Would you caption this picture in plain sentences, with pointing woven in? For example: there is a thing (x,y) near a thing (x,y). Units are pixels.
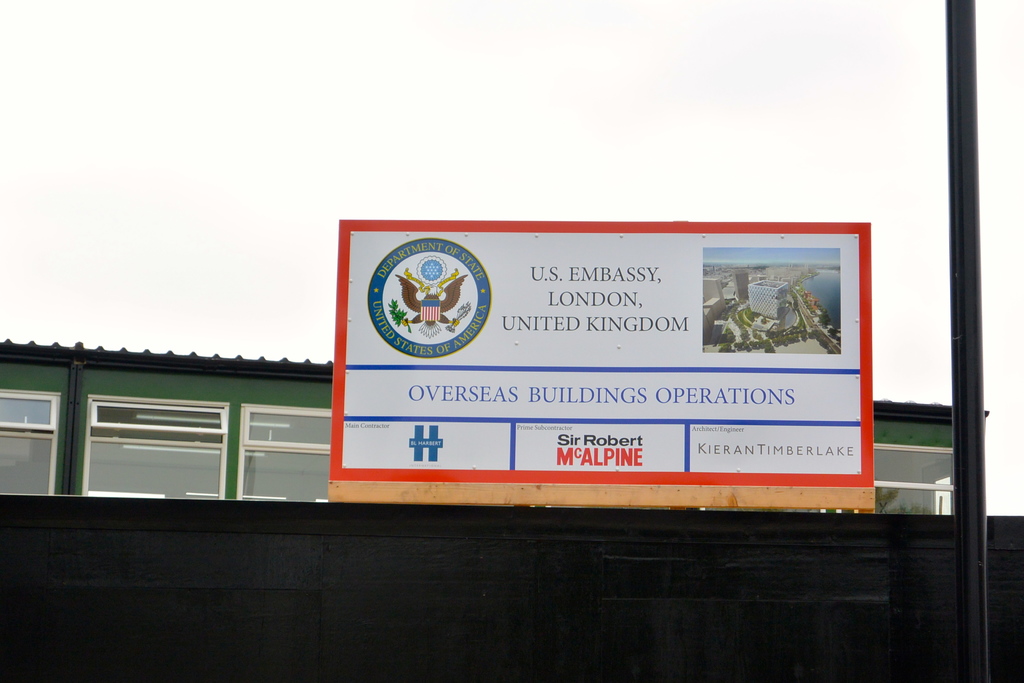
In this image I can see a board (562,346) with some text (647,392) written on it. On the right side (962,464), I can see the pole (958,392). In the background (249,457), I can see a building (148,430). At the top (481,114) I can see the sky (502,123).
